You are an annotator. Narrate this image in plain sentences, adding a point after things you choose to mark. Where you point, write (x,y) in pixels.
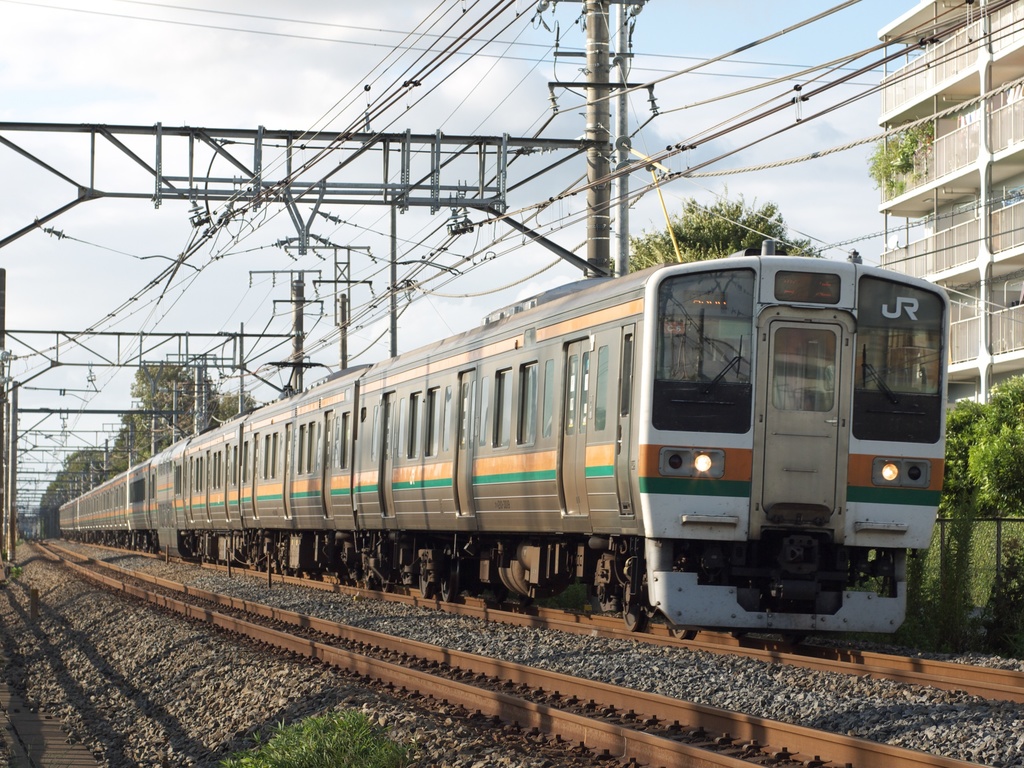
In this image we can see a train (293,548) on the railway track (570,625) and there is another railway track (647,742), stones (180,653), plants (264,754) and fence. In the background (394,259) we can see rods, wires (67,344), trees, building (989,169) on the right side (899,108), railings (1002,248), poles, wires (134,314) and clouds (283,59) in the sky (749,188).
